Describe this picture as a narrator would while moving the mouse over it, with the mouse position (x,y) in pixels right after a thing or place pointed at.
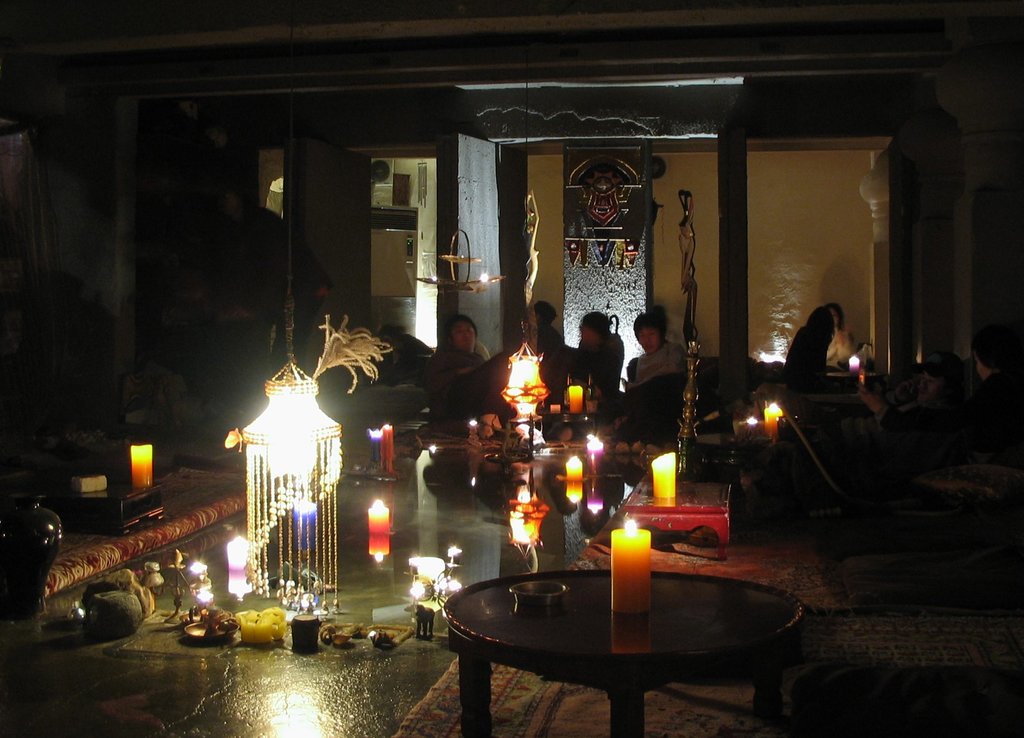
In this image I see few people (1009,355), candles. lights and the wall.
